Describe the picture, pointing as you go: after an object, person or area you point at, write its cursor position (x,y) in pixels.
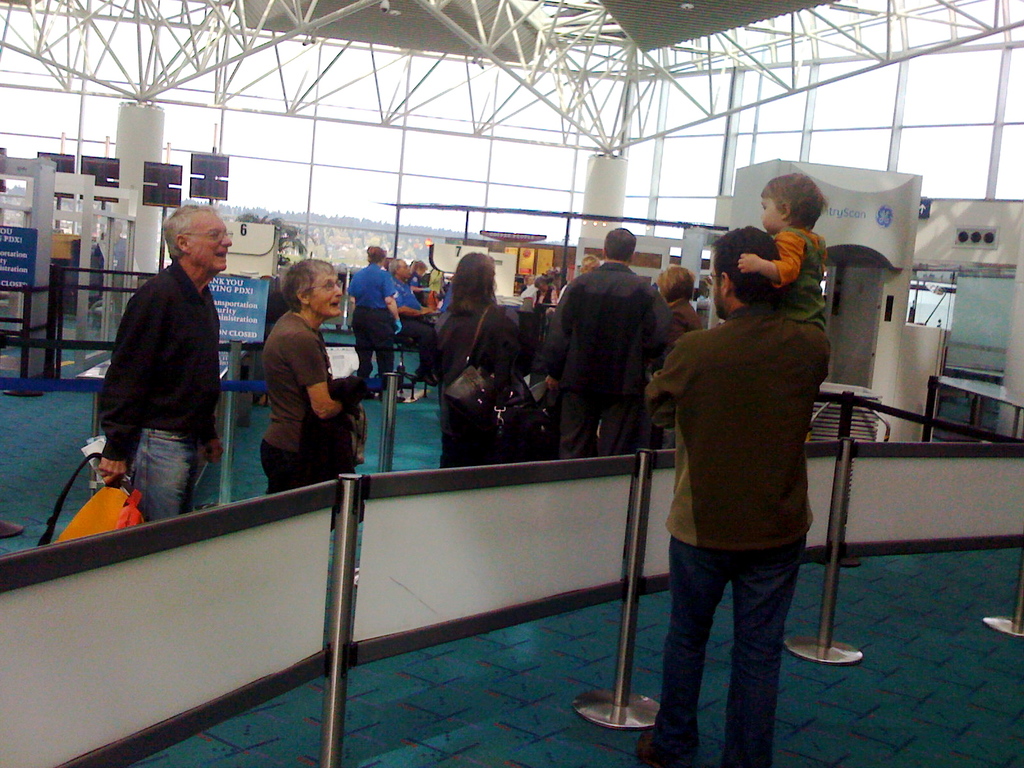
In this picture I can see few people (581,356) standing and a man (818,356) holding a baby (777,271). I can see few boards (13,251) with some text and few are holding bags (556,433) and I can see a plant (291,238) and a cloudy sky (479,170). The picture looks like an inner view of an airport (728,161).
